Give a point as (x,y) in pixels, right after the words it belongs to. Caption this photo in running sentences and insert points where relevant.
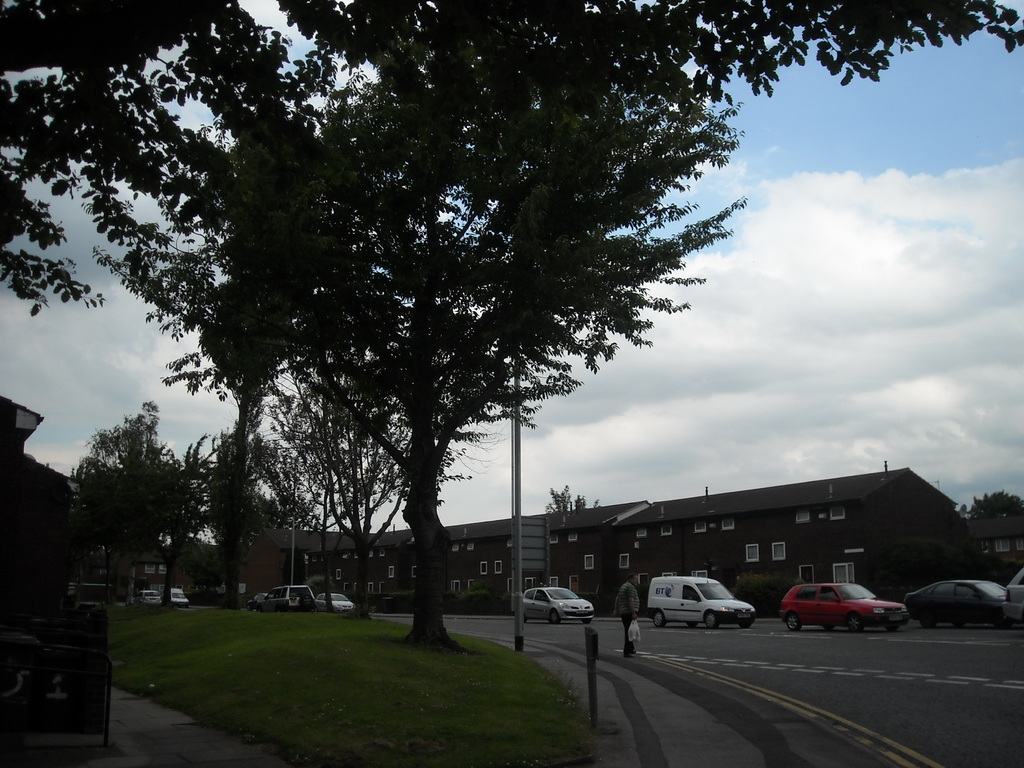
In this given picture, I can see a person (633,596) holding a carry bag (638,630) and a road (903,671) after that, We can see a few cars (896,615) and a building (619,563) with multiple windows (567,540) towards left (300,560) in middle (426,510), We can see couple of trees (433,467), a green grass (281,621).
